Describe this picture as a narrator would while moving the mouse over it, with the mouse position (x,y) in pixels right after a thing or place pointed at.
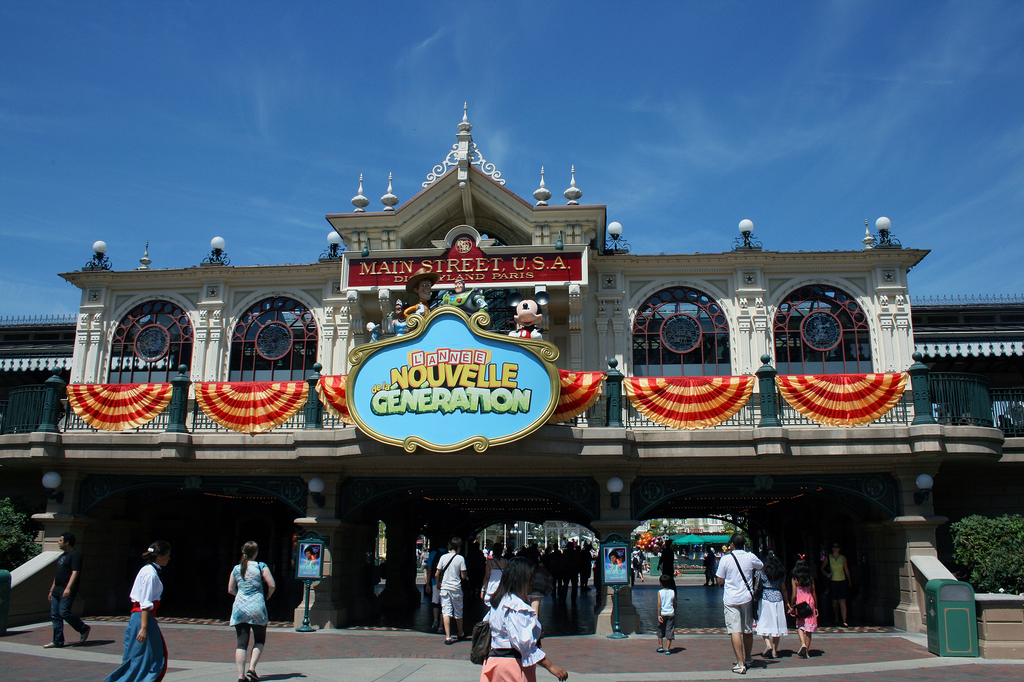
In the image there are many people (498,638) walking on the floor (547,652) and going inside the building (790,598). This seems to be a disney park (574,284). on right (965,546) and left side (9,537) there are plants (982,549) above on top (715,115) its sky (426,94).
